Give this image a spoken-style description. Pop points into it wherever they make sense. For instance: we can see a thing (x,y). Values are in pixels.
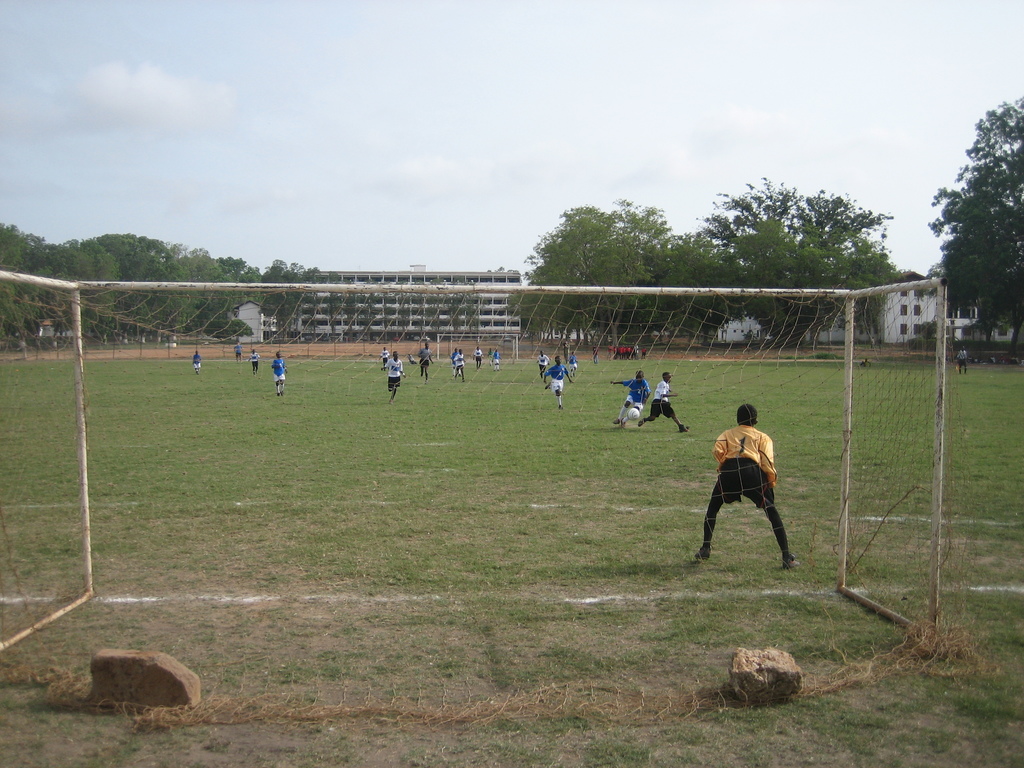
In this image we can see some players (430,354) on the ground (688,498). And we can see the net (664,677). And we can see the buildings (895,326), trees (647,277). And we can see the stones (776,676). And we can see the sky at the top (382,213).
